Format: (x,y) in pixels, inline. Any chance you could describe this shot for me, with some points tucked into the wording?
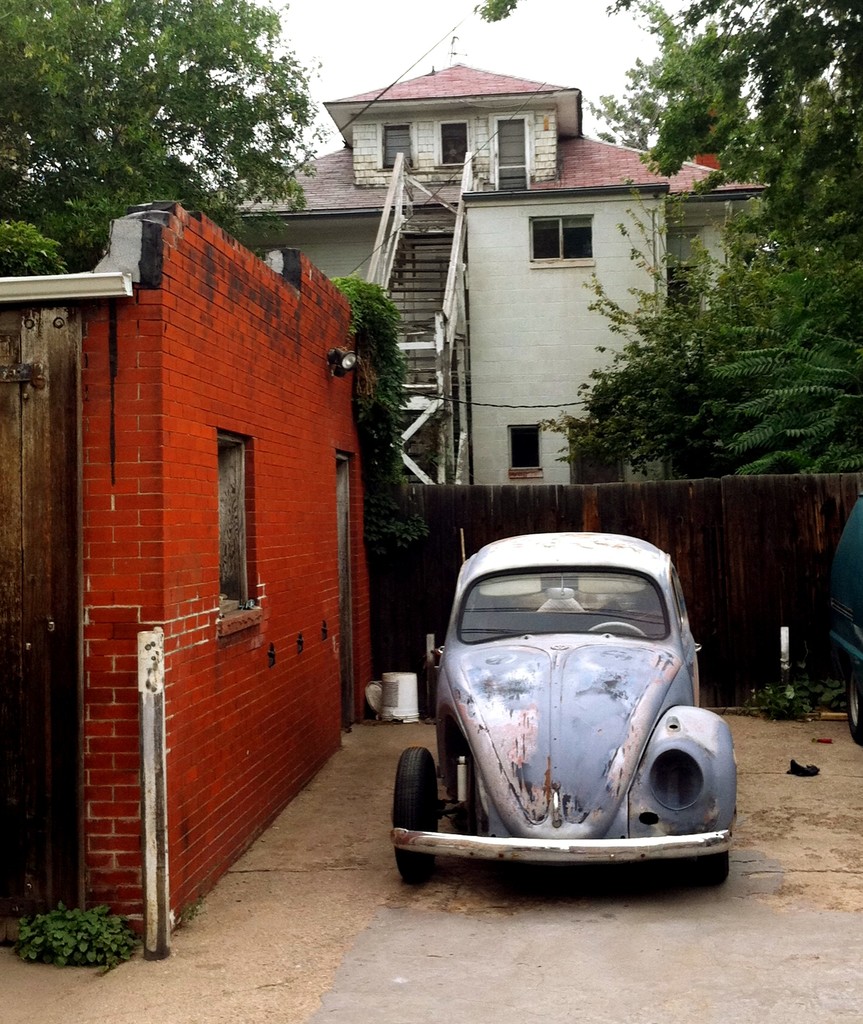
In this image there are houses (492,239), steps (440,224), trees (838,210), vehicles (622,852), plants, sky (538,26), fence (773,567) and objects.
